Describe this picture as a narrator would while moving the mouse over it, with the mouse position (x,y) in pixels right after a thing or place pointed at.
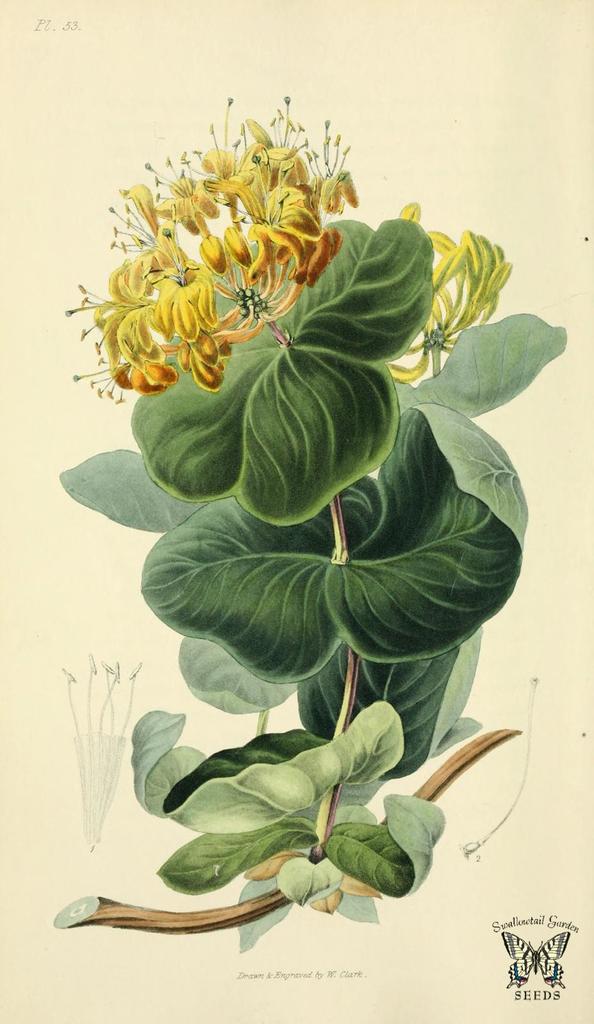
In this picture we can see an art (325,905), here we can see leaves (383,456) and flowers (221,327) of a plant (226,295), at the right bottom (517,979) we can see symbol (540,958) of butterfly (541,952) and some text (572,928).
